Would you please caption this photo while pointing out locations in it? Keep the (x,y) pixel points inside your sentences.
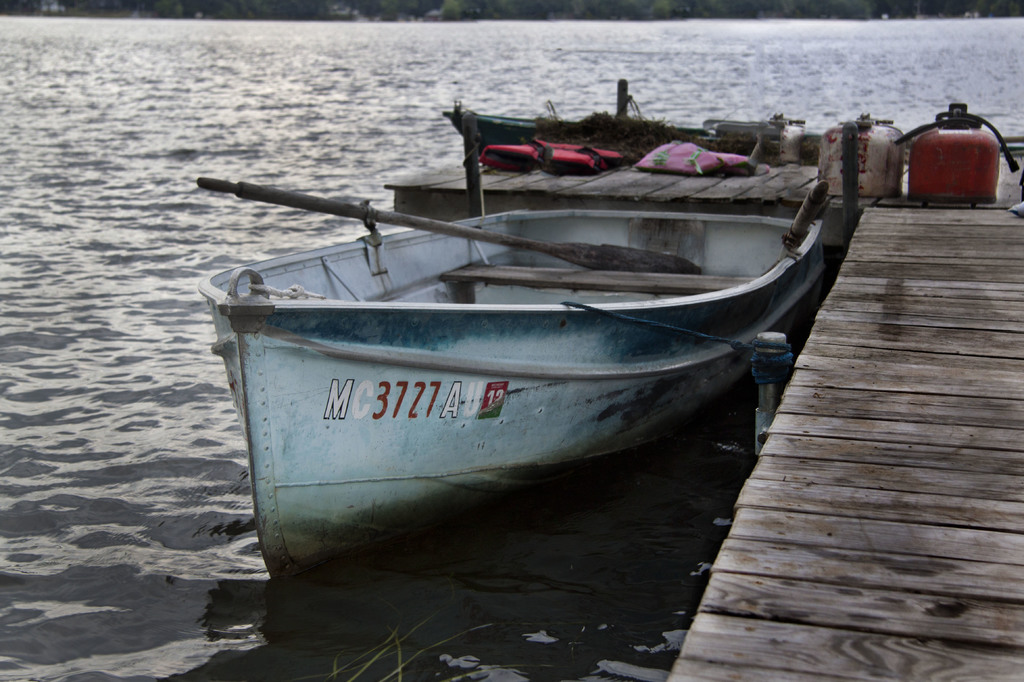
There is a boat (457,458) on the water surface (530,74), dock (811,345) and cylinders (938,193) in the foreground area of the image (553,195), it seems like trees (202,5) and water (551,67) in the background (464,69).
